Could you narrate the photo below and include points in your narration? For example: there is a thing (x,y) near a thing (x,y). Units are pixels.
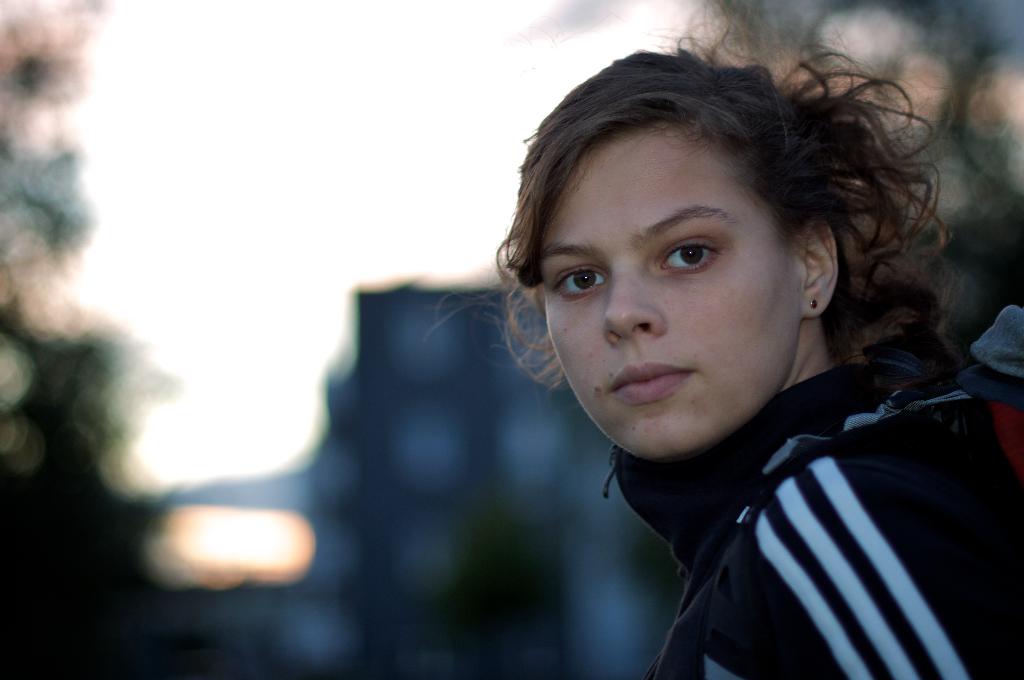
In this picture in the front (722,338) there is a woman (764,350) and the background (263,260) is blurry.
